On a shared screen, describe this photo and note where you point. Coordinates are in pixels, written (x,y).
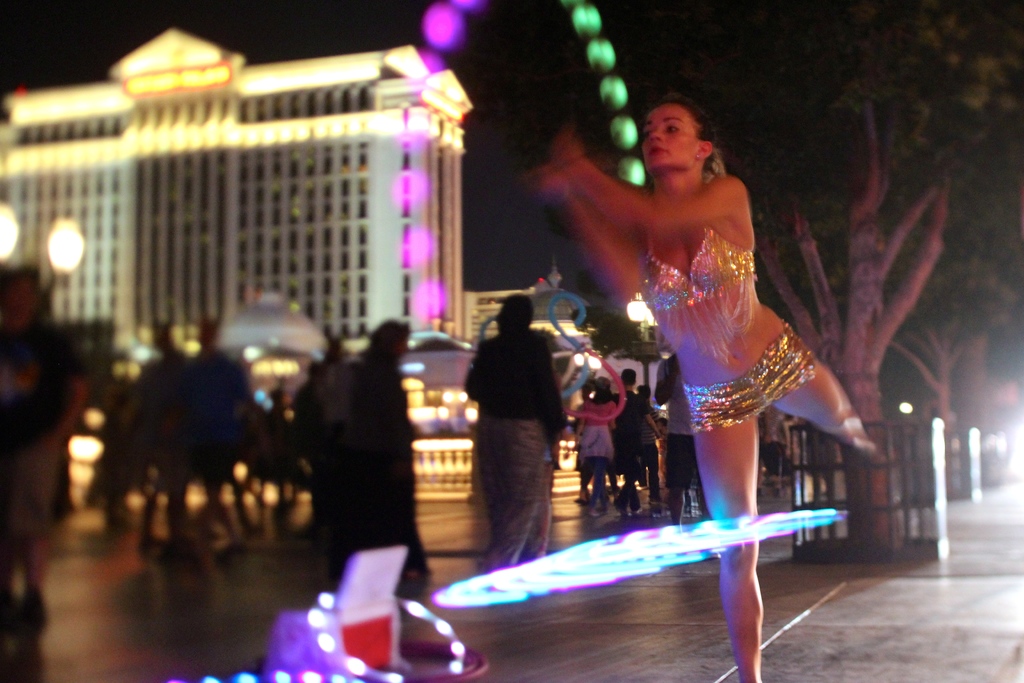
In this image we can see a woman (659,304) is standing on the ground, here are the group of people (385,397) standing on the floor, here is the tree (928,48), here is the building (251,139), here is the light (63,248).
